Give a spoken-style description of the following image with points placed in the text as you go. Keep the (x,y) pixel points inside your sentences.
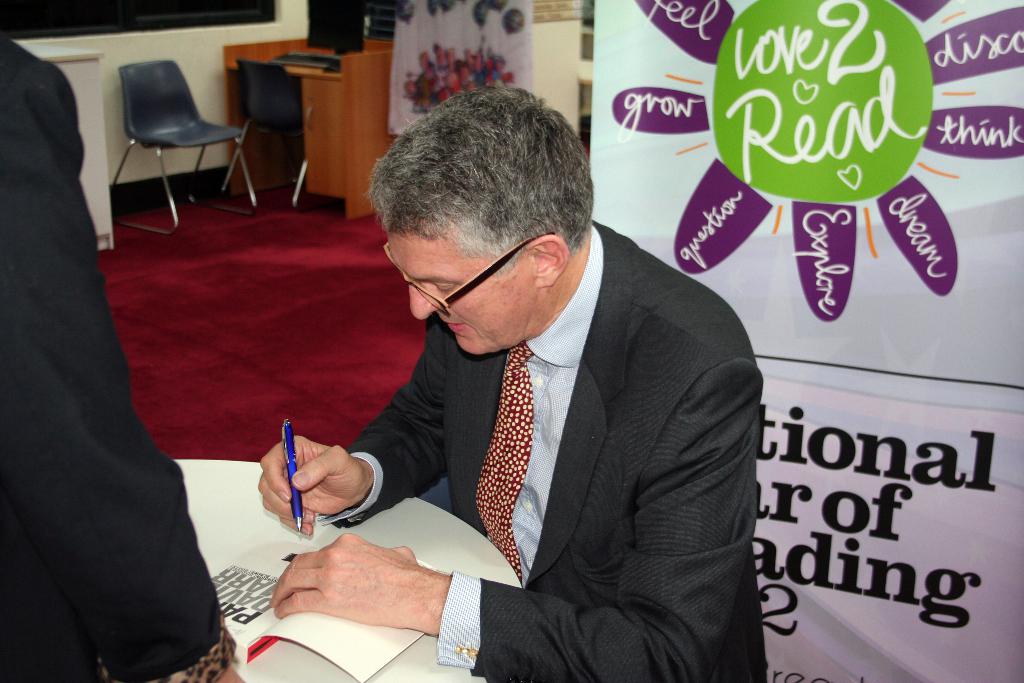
In this image we can see two persons (360,505). The person (647,433) who is sitting is holding a pen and there is a book (275,583) on the table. Behind the person (652,379) we can see a banner (762,330) on which there is some text (822,250). In the background (273,125), we can see chairs (141,96), curtain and a monitor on a table (266,157). In the middle (352,285) we can see a red carpet (265,286).
